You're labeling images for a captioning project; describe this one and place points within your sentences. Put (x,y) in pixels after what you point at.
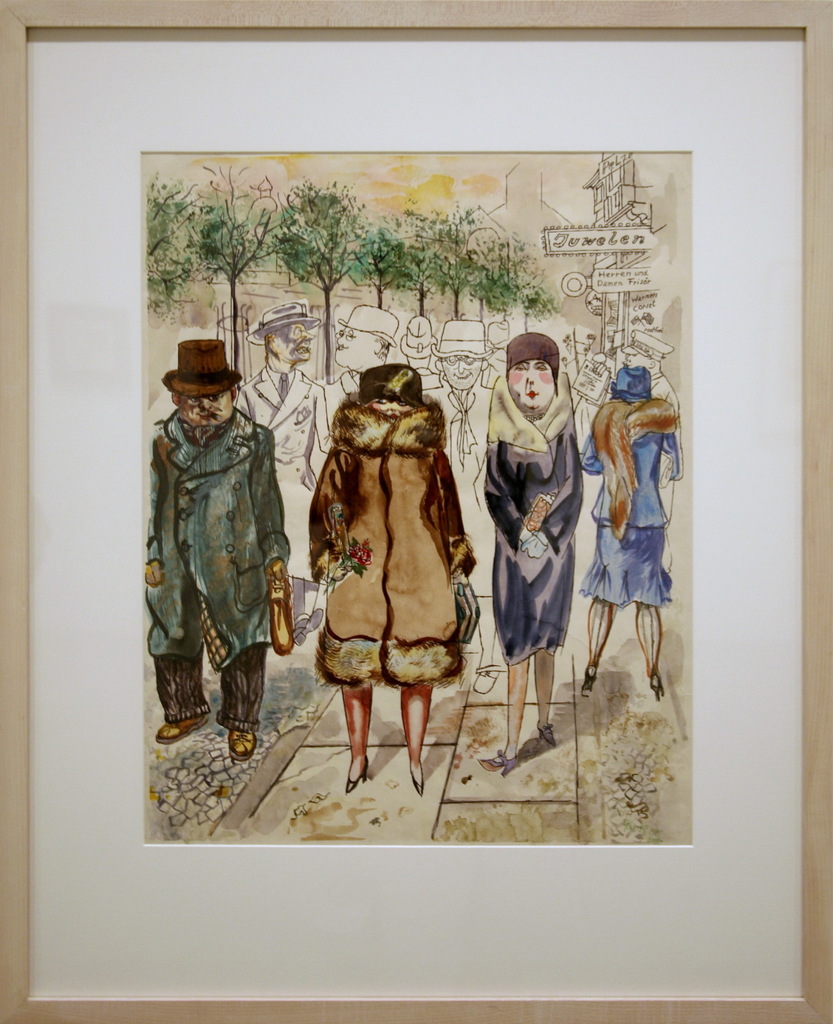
In this image, we can see a poster (367,459) with some images (555,470).
